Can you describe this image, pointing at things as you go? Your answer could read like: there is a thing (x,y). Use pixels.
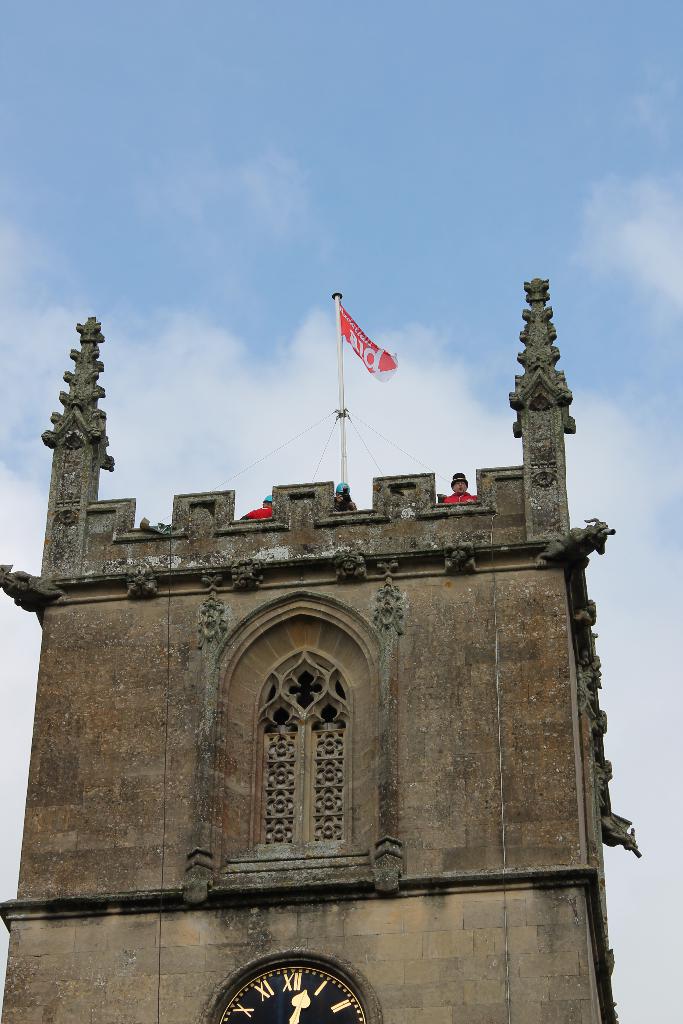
In this image I can see the building (120,786) and I can also see three persons (474,494) and the flag (376,362). In the background (348,157) I can see the sky (217,286) in white and blue color.
